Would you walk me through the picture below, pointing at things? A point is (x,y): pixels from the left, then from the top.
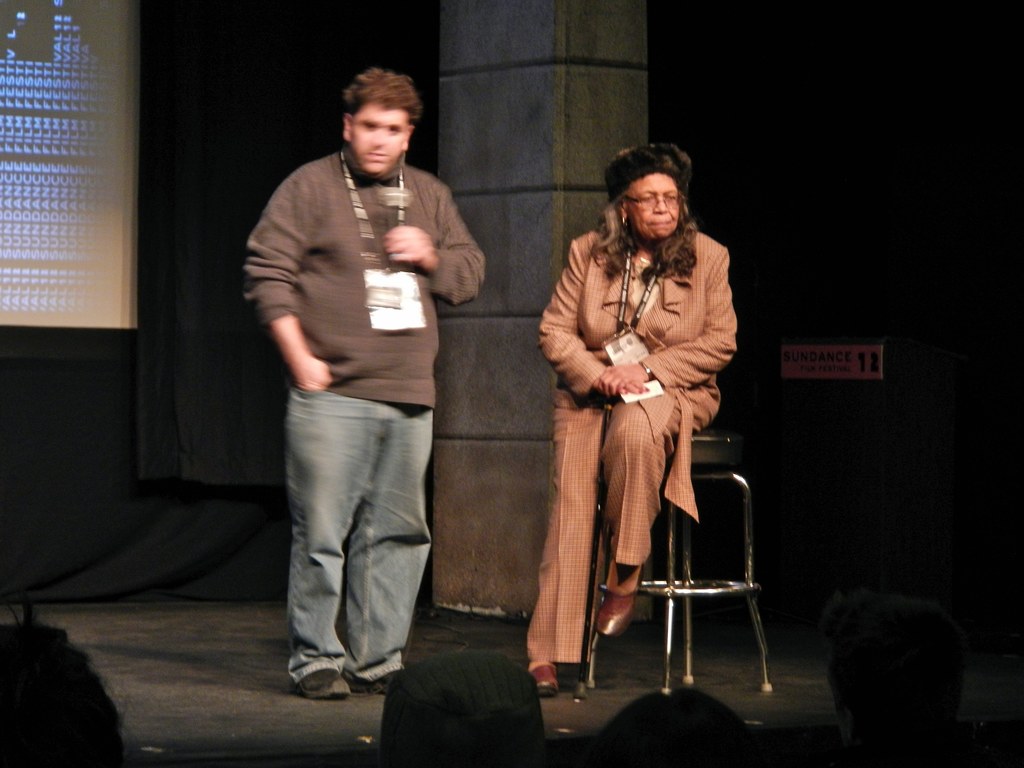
In this picture I can see a person (365,314) standing on the left side (292,359). I can see a person (695,334) sitting on the stool (711,445). I can see the pillar (527,409).
